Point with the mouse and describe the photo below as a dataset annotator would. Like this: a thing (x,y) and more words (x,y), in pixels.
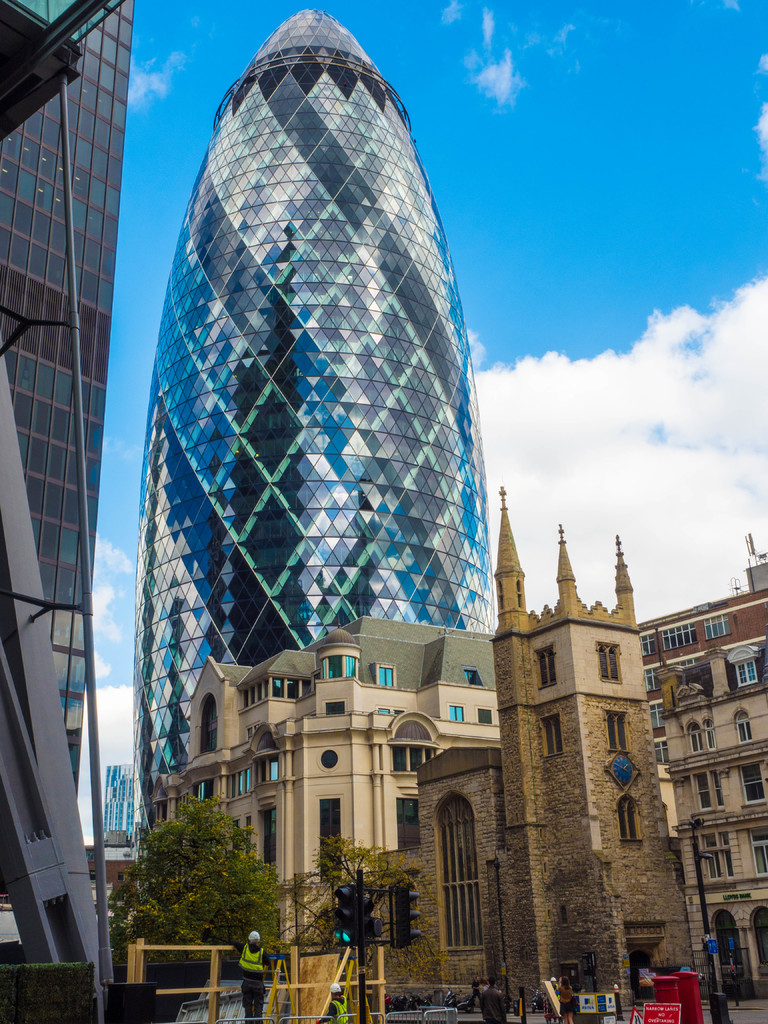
At the center of the image (377,533) there are some buildings (450,710), in front of the building (396,971) there is a road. On the road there are a few people (569,1002) standing and some sign boards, signal (396,928) and trees (336,902). In the background (623,351) there is a sky (576,194).
